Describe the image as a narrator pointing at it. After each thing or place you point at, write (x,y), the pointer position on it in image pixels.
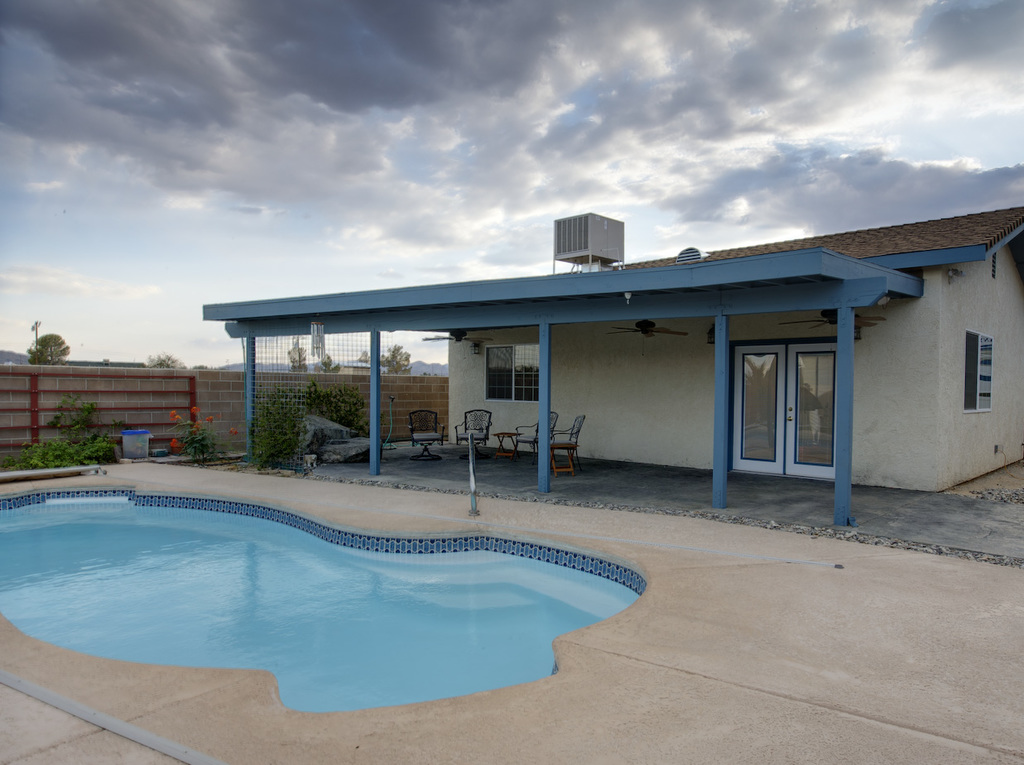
In this image there is a swimming pool (313,687) in the middle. On the right side (807,376) there is a house (768,368). In front of the house (466,408) there are chairs (519,442) one beside the other. At the top (271,165) there is the sky (179,165). On the left side (153,400) there is a wall (288,377) around the house (533,379). Beside the wall (108,399) there are plants (59,447).
